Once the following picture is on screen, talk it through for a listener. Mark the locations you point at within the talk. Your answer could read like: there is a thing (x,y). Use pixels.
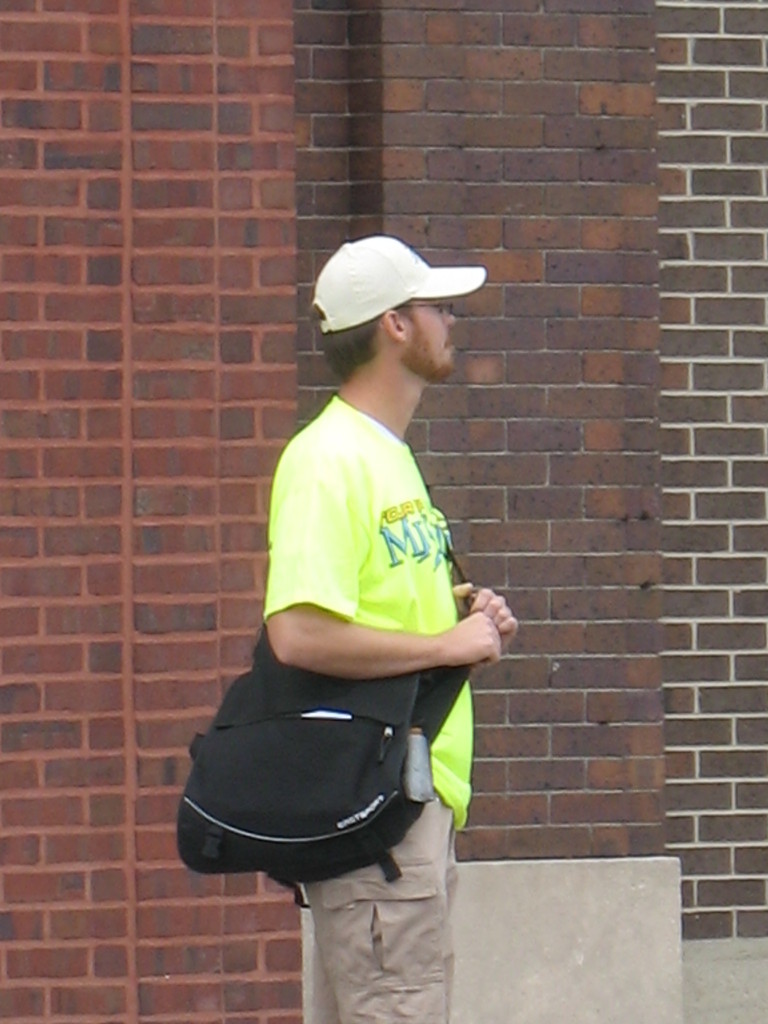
In the foreground of this image (376,584), there is a man (418,885) standing and wearing a bag (372,720) and a cap (390,264) on his head (351,250). In the background (287,149), there is a brick wall (340,125).
